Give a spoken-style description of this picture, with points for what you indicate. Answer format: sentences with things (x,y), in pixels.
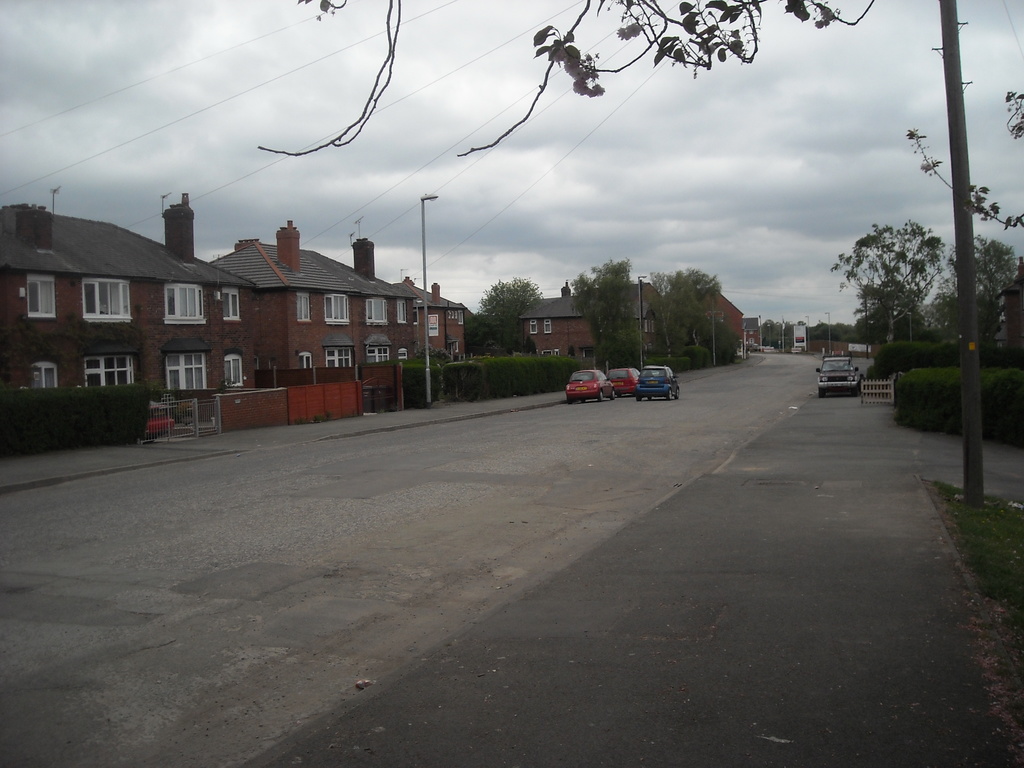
In this picture we can see a few vehicles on the road (663,415), there are some buildings (737,311) and trees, on the background (475,215) we can see the sky (71,87).
